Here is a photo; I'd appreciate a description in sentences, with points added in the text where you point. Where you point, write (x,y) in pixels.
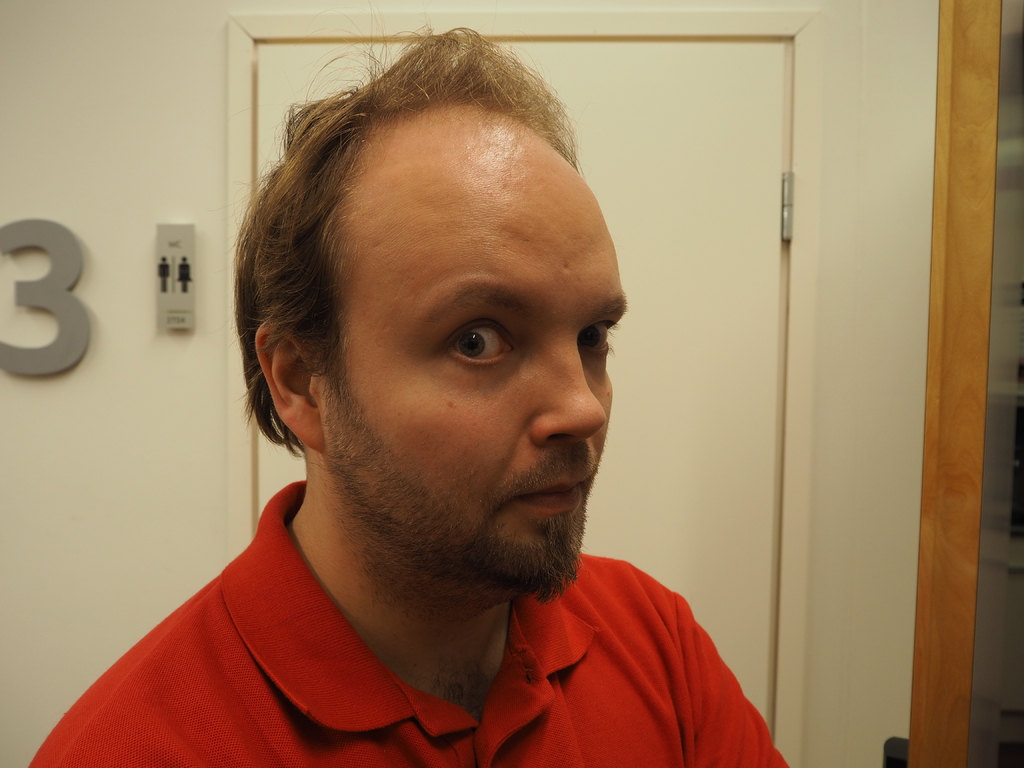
In the image we can see there is a person (469,425) standing and he is wearing red colour t shirt (333,703). Behind there is a white colour wall (105,312).
